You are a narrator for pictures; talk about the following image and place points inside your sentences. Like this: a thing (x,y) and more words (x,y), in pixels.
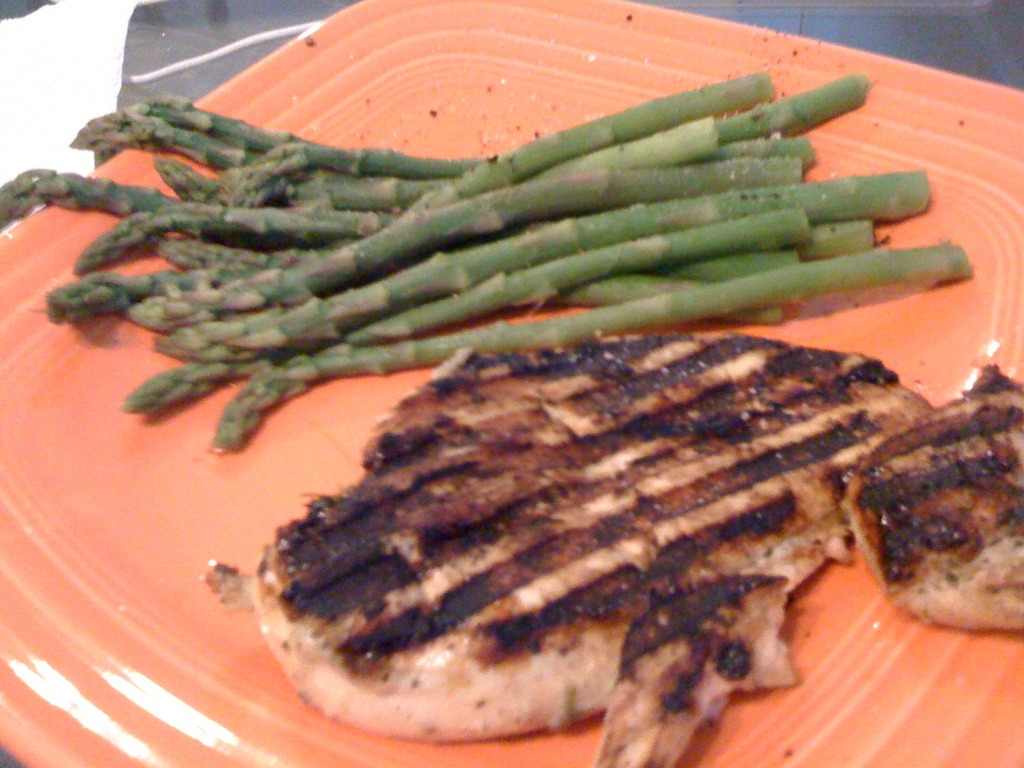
In this image I can see a food item (493,599) and asparagus stems (390,258) are placed on a tray (73,611).
